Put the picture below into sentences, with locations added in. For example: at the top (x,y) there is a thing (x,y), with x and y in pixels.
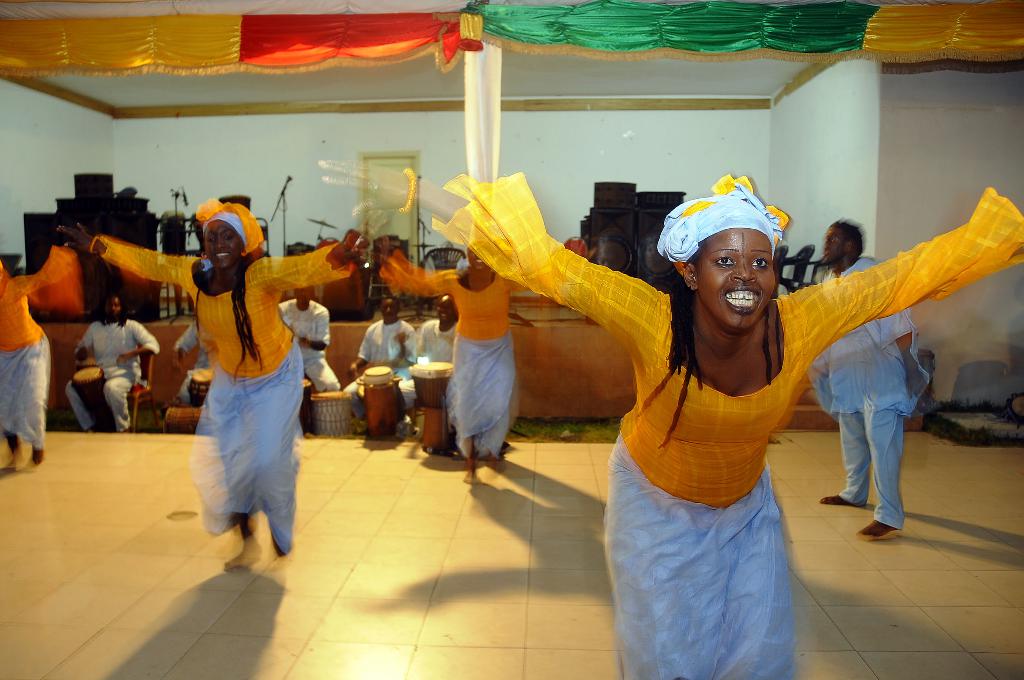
This image is taken indoors. At the bottom of the image (295,636) there is a floor (383,569). In the background (653,152) there is a wall (148,131). At the top of the image (558,86) there is a roof (562,71) and there are a few colorful clothes (198,46). In the background (376,400) there are a few musical instruments (431,384), mics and a few chairs (442,258) on the dais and a few men (404,391) are sitting on the chairs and playing music with musical instruments (422,399). In the middle of the image (482,379) a few women (259,390) are performing and a man (883,366) is standing on the floor (933,518).
